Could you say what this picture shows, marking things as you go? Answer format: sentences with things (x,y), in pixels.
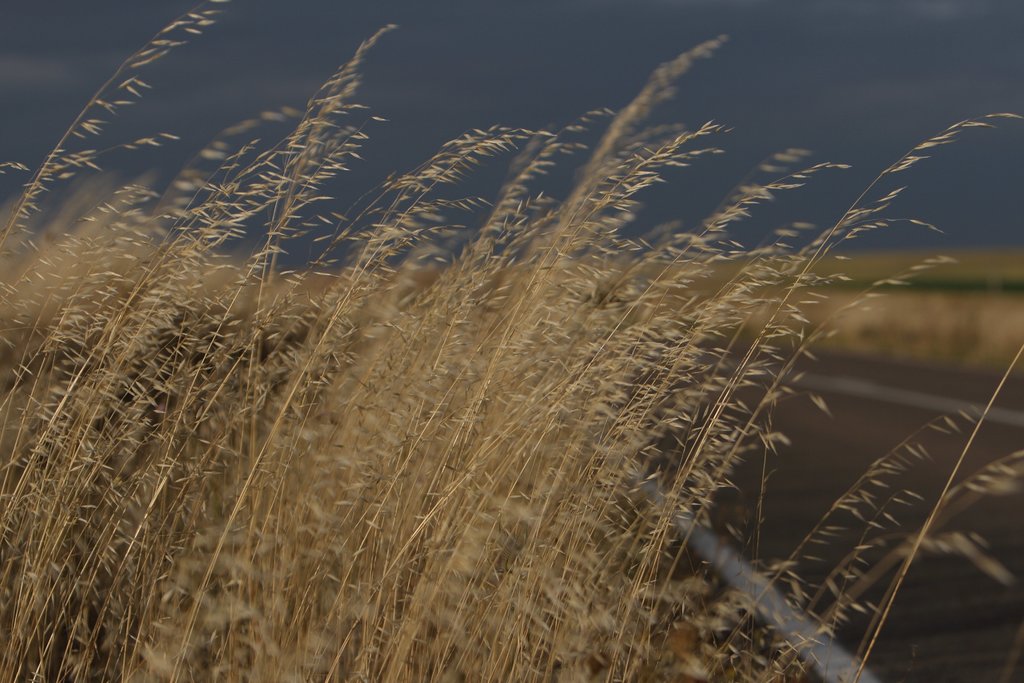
In this picture we can see dried grass (621,360) and a road (800,497).
